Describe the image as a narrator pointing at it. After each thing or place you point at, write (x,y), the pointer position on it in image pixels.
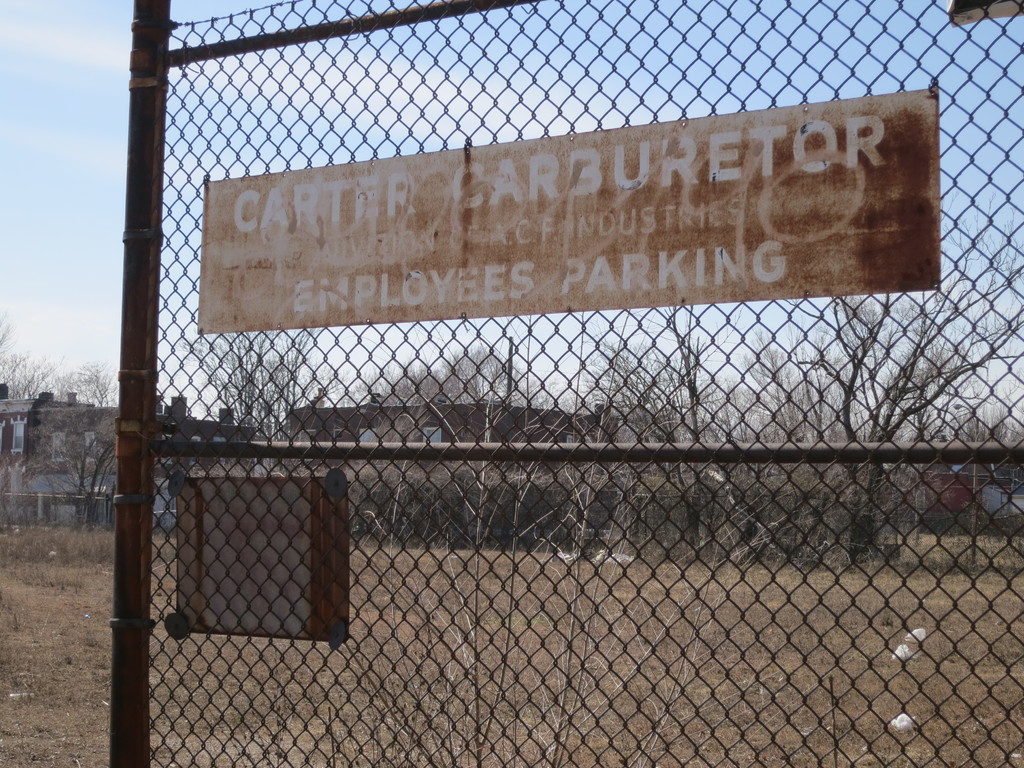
In this picture we can see a fence (559,342) with the board (469,240). Behind the fence (549,457) there are trees (819,541), buildings (74,447) and a sky (197,103).
